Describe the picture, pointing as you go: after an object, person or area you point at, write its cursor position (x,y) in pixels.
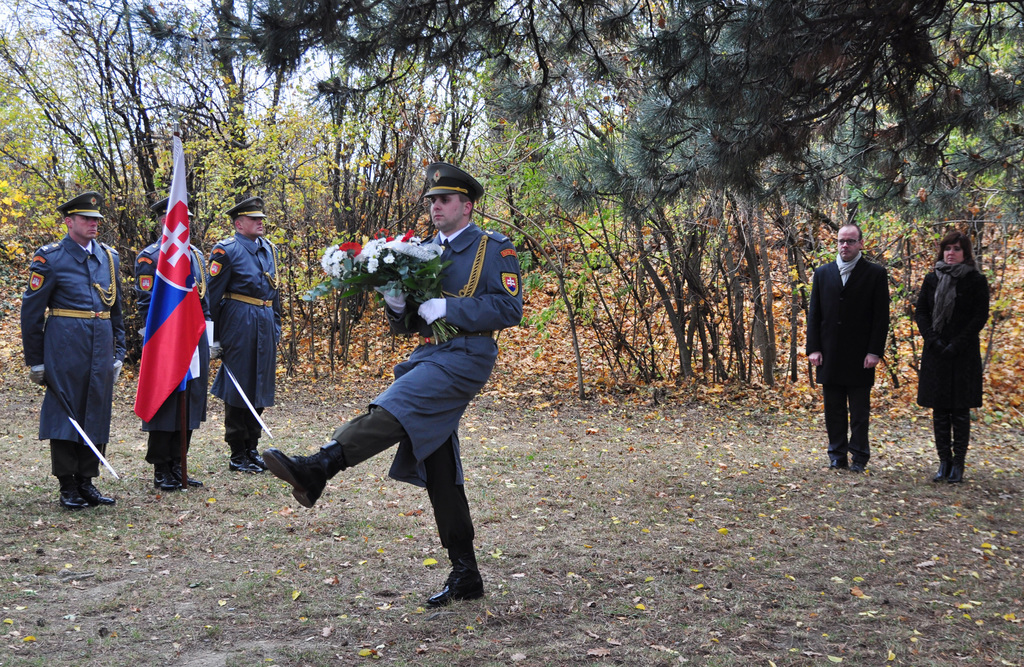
As we can see in the image there is grass (595,512), leaves (552,334), trees (763,47), few people (431,324), flowers (425,279), flag (189,245) and sky (44,24).
